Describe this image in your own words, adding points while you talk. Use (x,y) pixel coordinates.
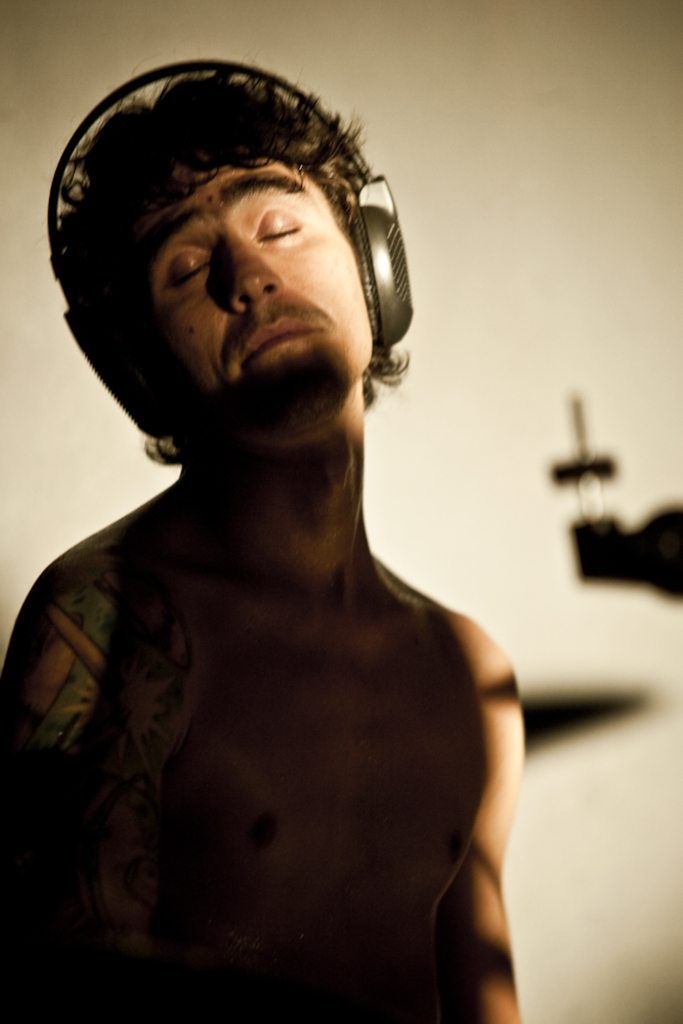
In this image in the foreground (270,566) there is one person (280,446) who is wearing a headset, and in the background (582,803) there is a wall (49,414) and shadow (607,560) of some objects (544,722).
